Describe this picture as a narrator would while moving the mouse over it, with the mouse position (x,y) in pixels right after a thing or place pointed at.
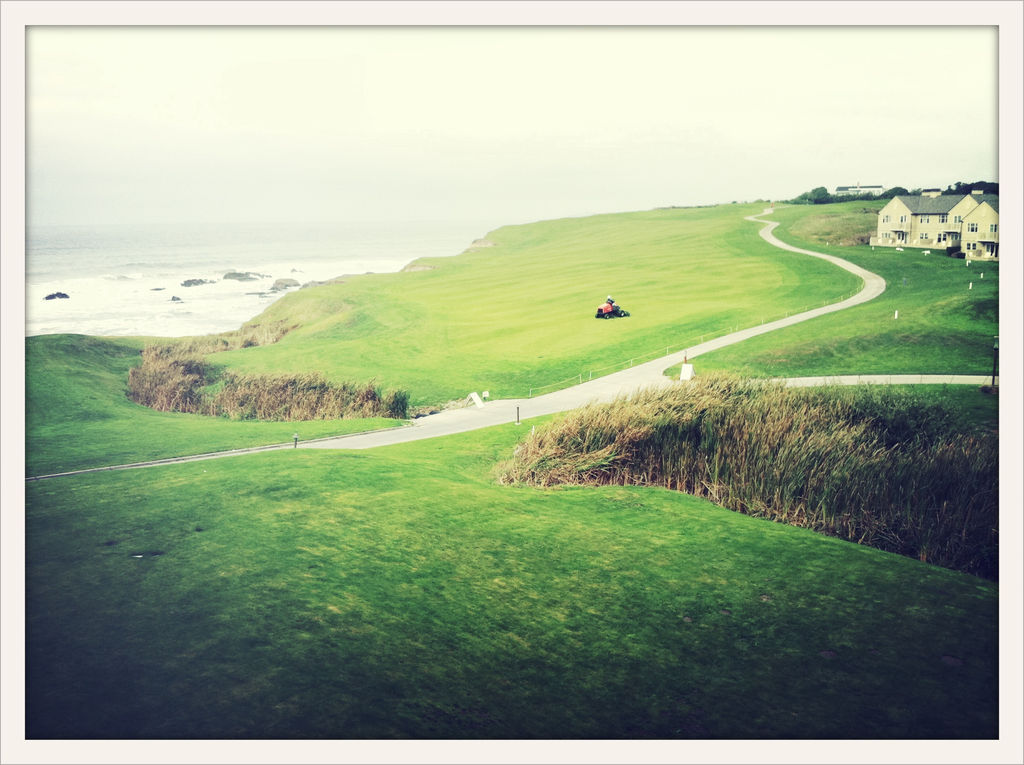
This is a picture taken along the countryside (884,398). In the foreground of the picture (551,539) there are weed (718,468) and fields (452,508). In the center of the picture (562,353) there are fields (577,359), tractor (601,313) and a path (754,328). To the top right (920,221) there are houses (930,207) and trees (963,187). To the top left (133,252) there is water (214,246). Sky (301,147) is cloudy.
